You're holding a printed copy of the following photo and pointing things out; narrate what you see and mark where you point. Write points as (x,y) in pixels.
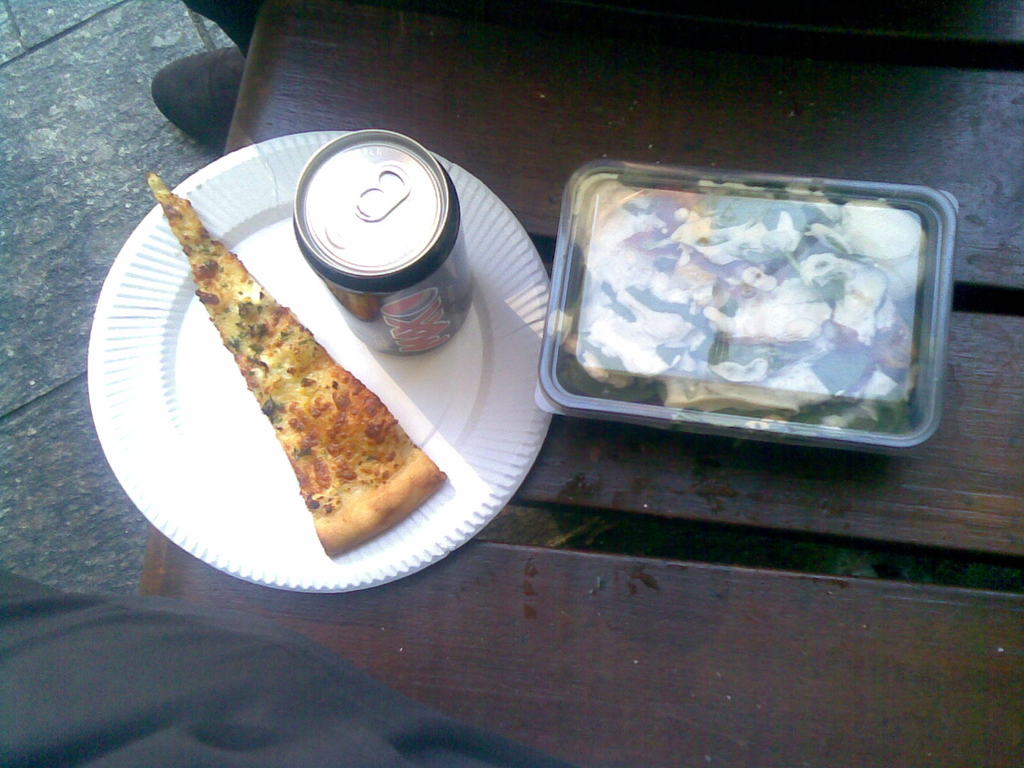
In this image there is a plate (177,450). On top of the plate (416,429) there is a slice of a pizza (316,417) and a tin (428,292). Beside the plate (290,229) there are food items (725,310) in a box (738,297) which is placed on the table (712,65). In front of the image there is a black color object (222,736) and we can see a shoe (205,58) of a person (205,62).
